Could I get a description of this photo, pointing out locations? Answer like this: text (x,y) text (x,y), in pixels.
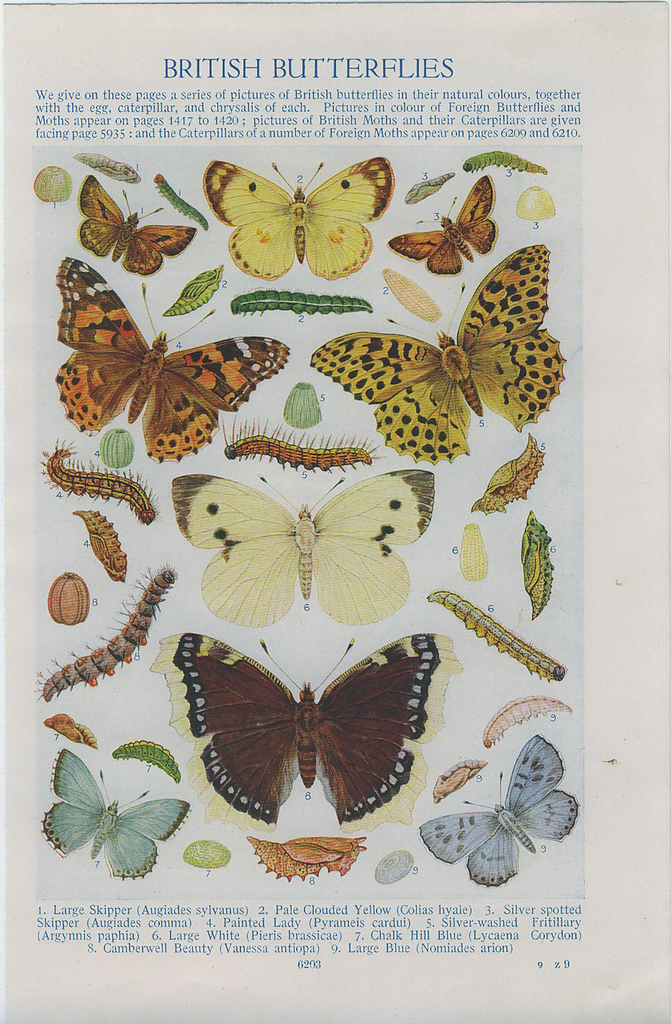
In this image we can see that there is an article (322,475) about butterflies (270,242). There are so many butterflies (201,412) and worms (270,297) in this image.
